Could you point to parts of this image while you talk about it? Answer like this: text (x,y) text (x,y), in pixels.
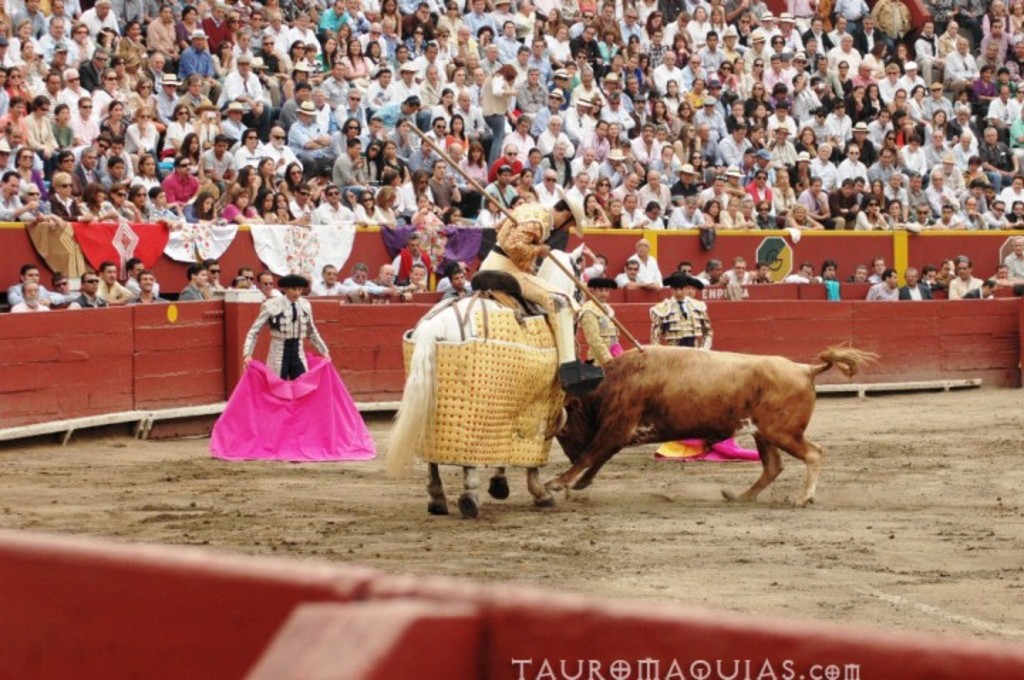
In this image I can see a bullfight and the bull (697,353) is in brown color. Background (390,281) I can see group of people (643,242) sitting and I can see a wall (93,359) in red color.
